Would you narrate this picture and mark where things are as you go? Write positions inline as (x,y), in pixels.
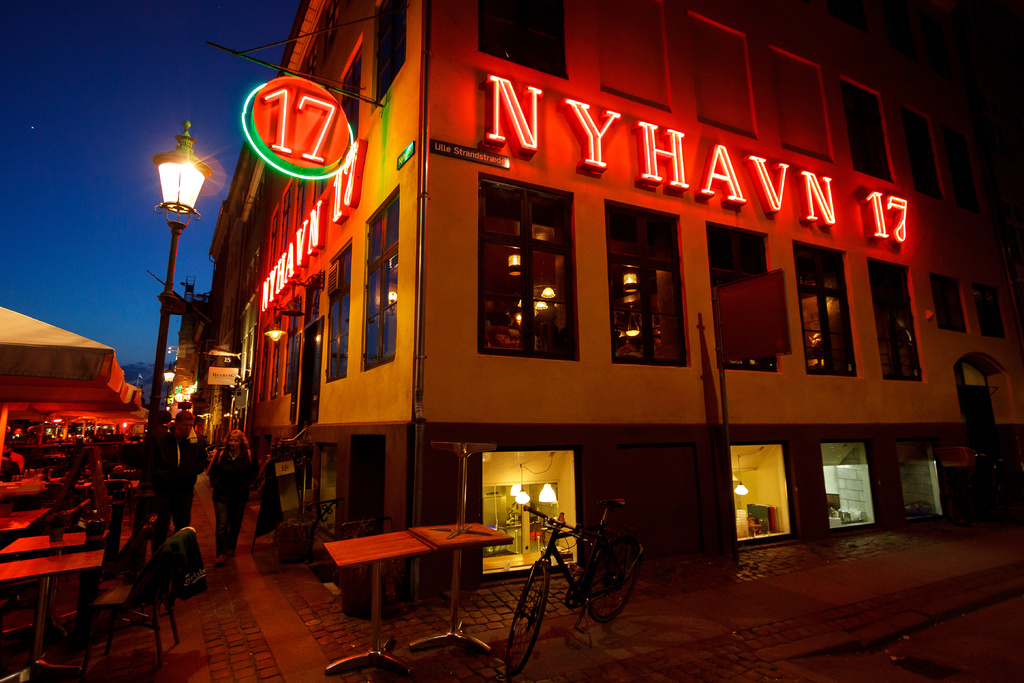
The building (411,169) has something written on it which is red in color and there is also a bicycle (543,552) and some tables (57,556) and chairs (64,521) which are beside the building (598,187) and there is also a street view (854,581) beside the building (609,178).
